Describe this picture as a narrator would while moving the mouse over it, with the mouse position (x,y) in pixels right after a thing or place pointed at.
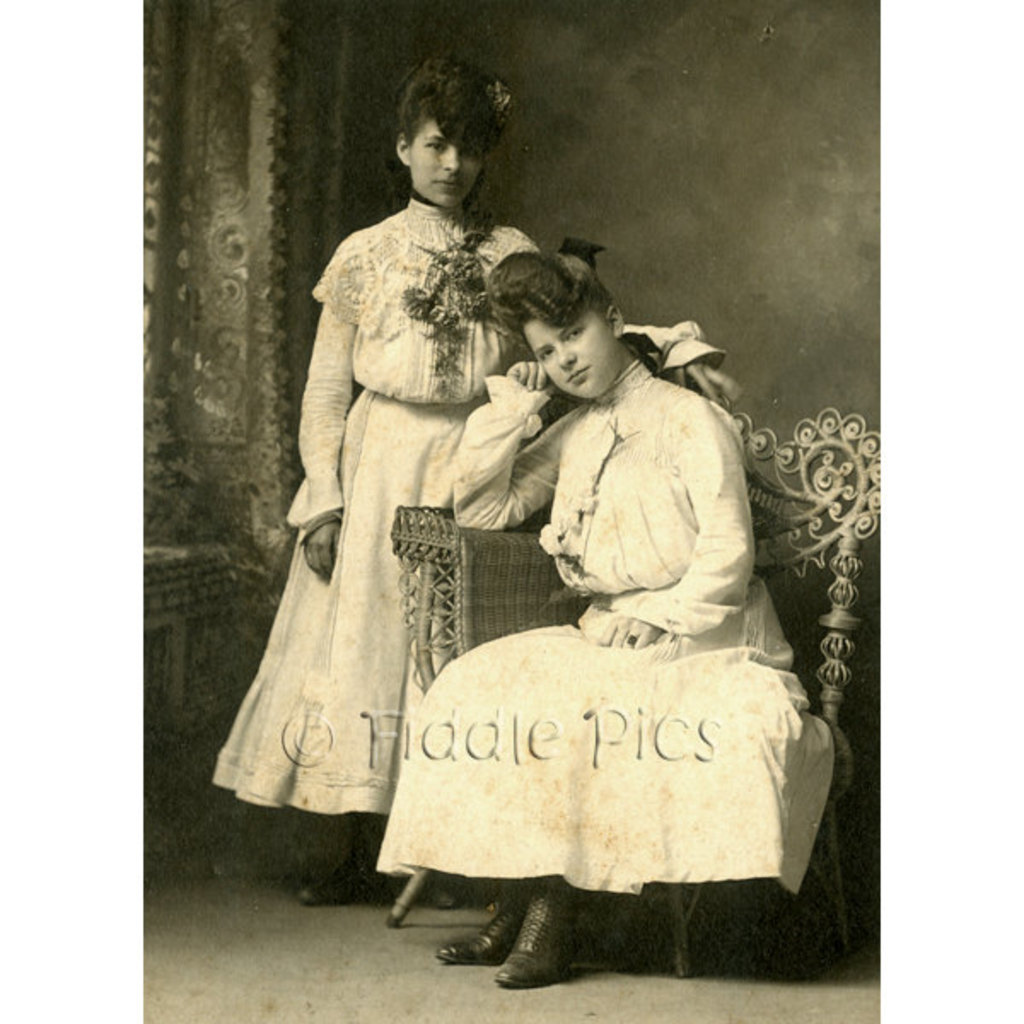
In this image I can see two girls (608,487) and I can see both of them are wearing same kind of dress (531,444). I can also see one is sitting on a chair (470,614) and one is standing. On the bottom side of the image (416,749) I can see a watermark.
